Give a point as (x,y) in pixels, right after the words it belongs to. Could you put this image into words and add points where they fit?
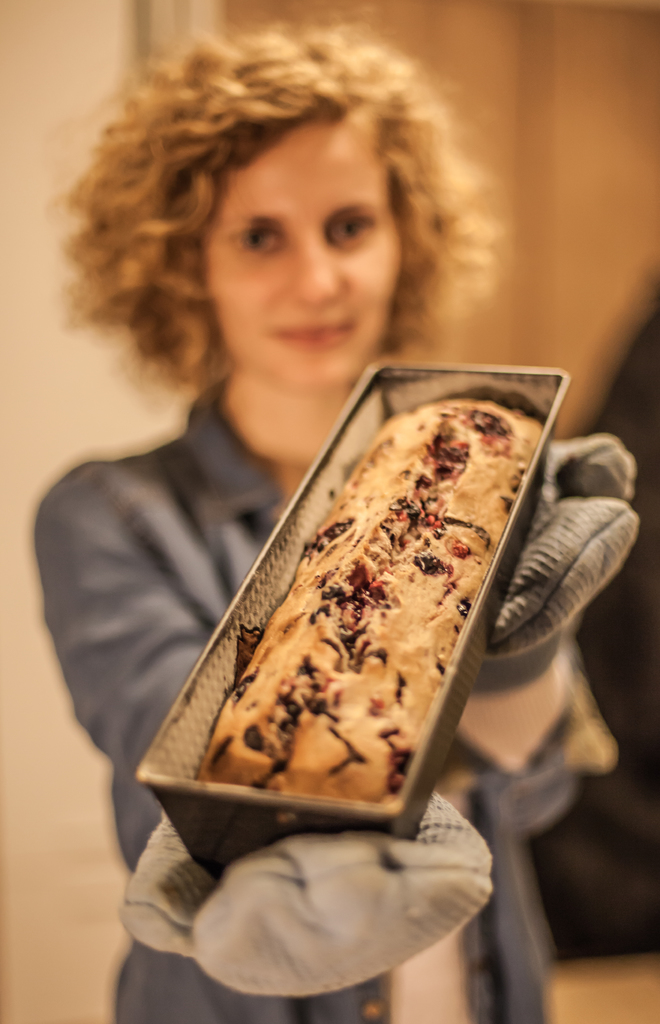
Here in this picture we can see a woman (138,521) wearing gloves (507,659) and holding a box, in which we can see a baked cake (416,489) present.
